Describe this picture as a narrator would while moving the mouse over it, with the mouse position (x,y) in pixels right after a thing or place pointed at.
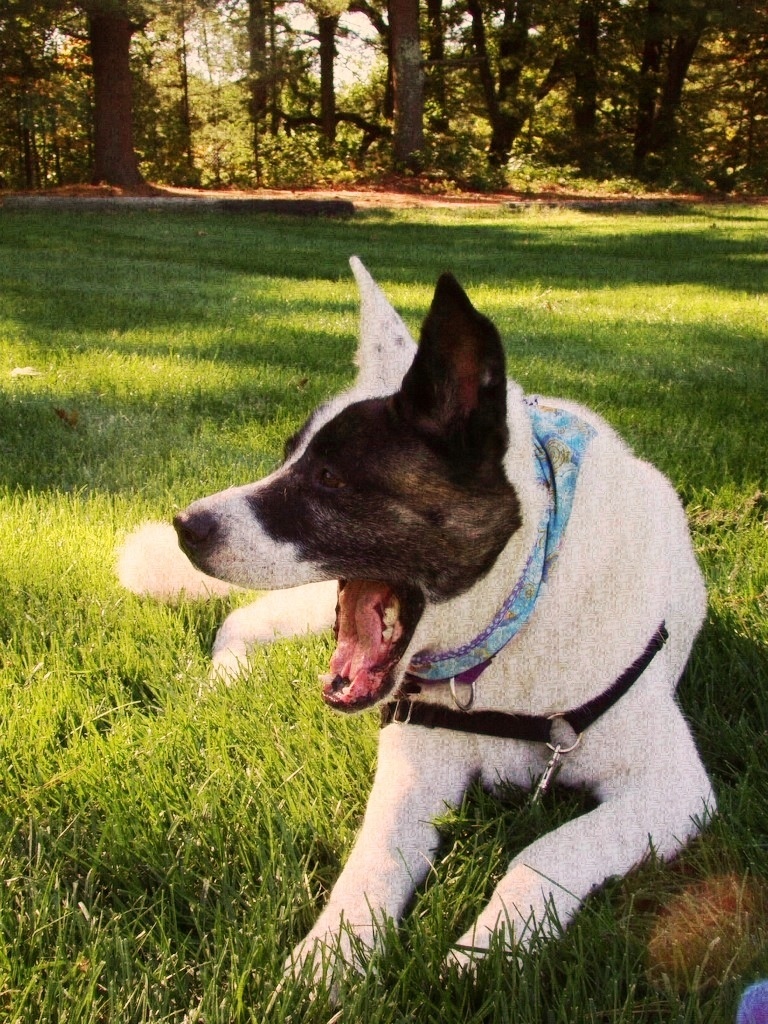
In this picture we can see a dog (457,459) lying on the grass (160,715). There are few trees (12,166) in the background (673,59).
